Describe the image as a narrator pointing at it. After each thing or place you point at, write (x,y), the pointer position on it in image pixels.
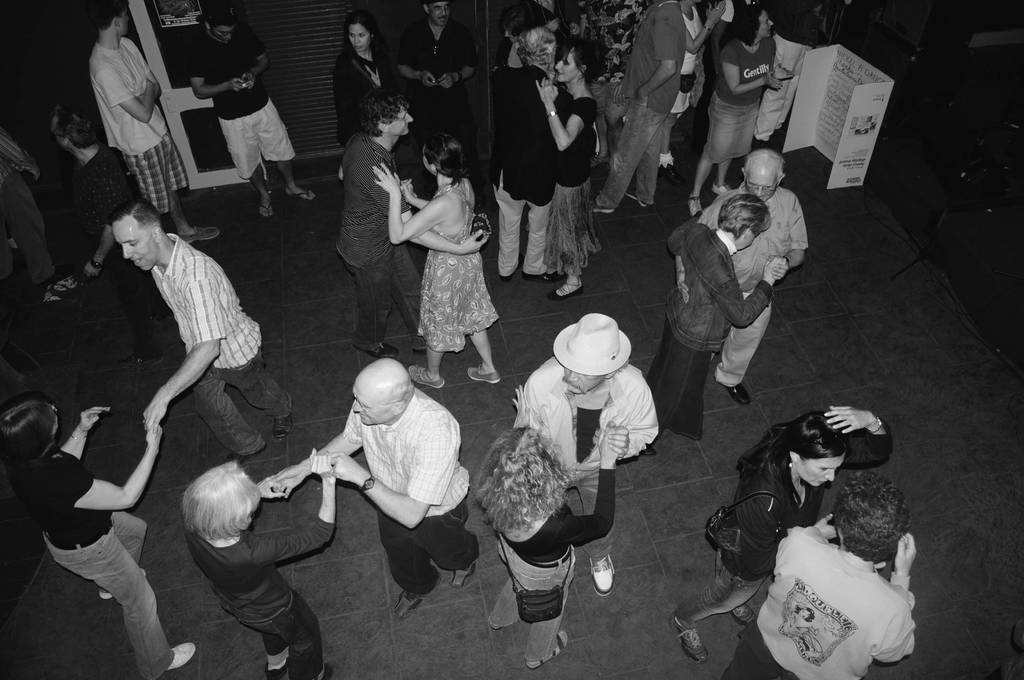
It looks like a black and white picture. We can see a group of people (57,534) are dancing on the floor (621,567) and some people (698,58) are standing, and behind the people (666,129) it is looking like a wall (28,73).
